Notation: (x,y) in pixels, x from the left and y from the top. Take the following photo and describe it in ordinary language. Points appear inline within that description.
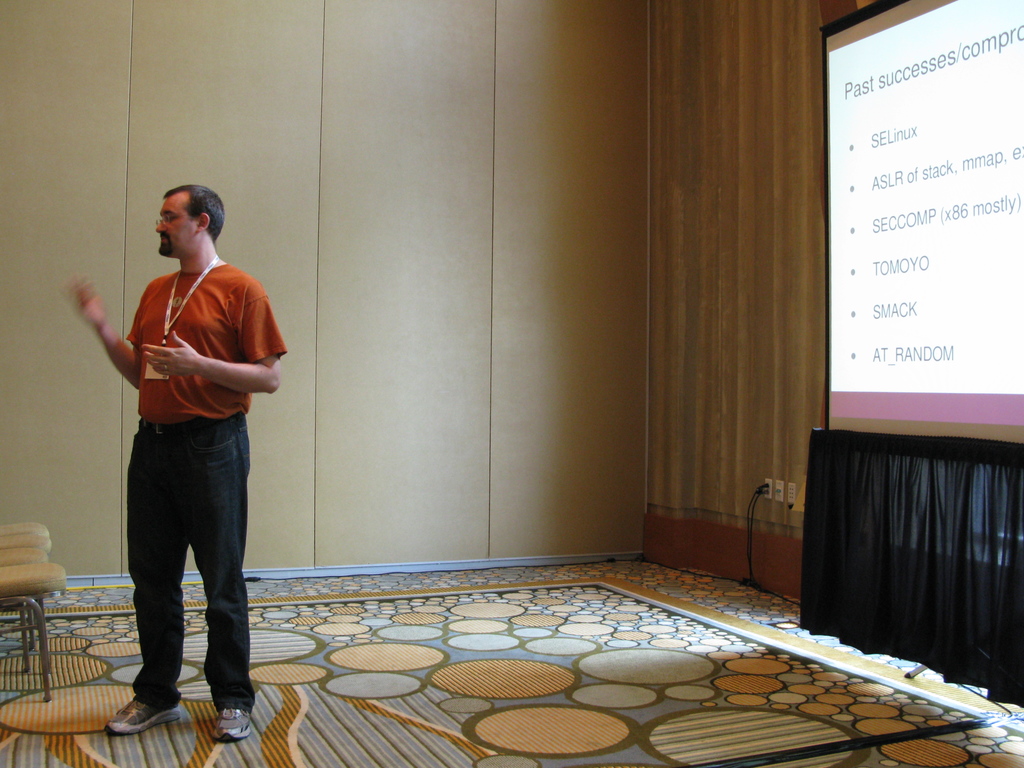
In this image we can see one person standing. And we can see the screen (841,421). And we can see some cables (749,530). And we can see the wooden wall (281,557). And we can see some chairs (34,560).
